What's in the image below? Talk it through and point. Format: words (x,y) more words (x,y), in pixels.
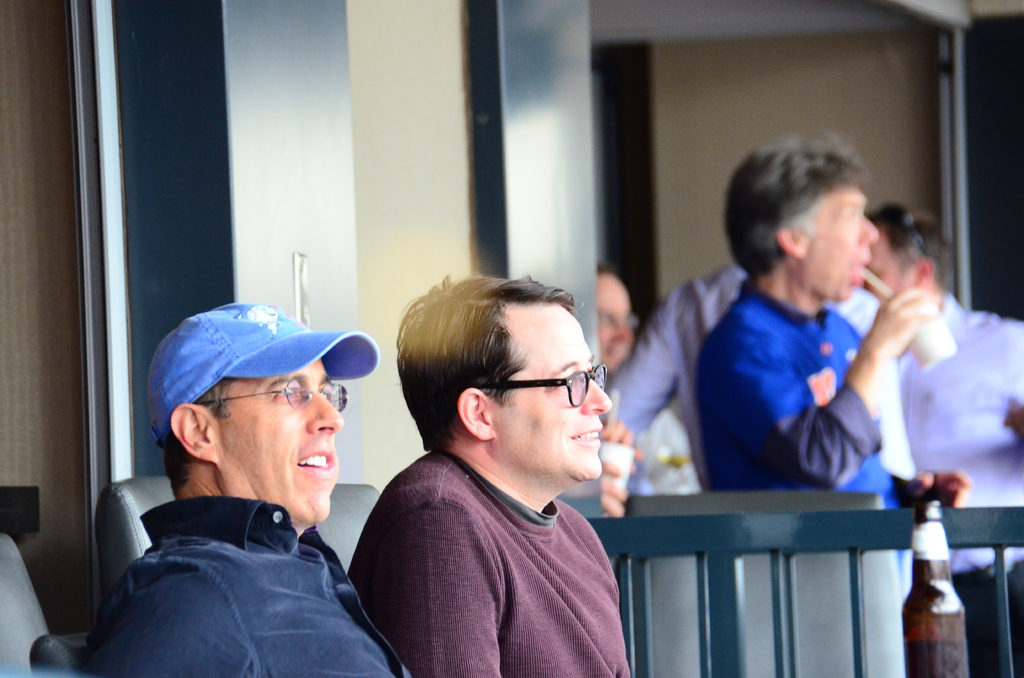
At the bottom of the image (305,552) there are two men (464,609) sitting and they kept spectacles (536,385). And there is a man (224,360) with a cap (277,357) on the head (302,426). In front of them there is a bottle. Beside them there is railing (840,524). Behind the railing (824,529) there are few men (869,304). And in the background (655,305) there are walls (859,95) and pillars (958,193).
